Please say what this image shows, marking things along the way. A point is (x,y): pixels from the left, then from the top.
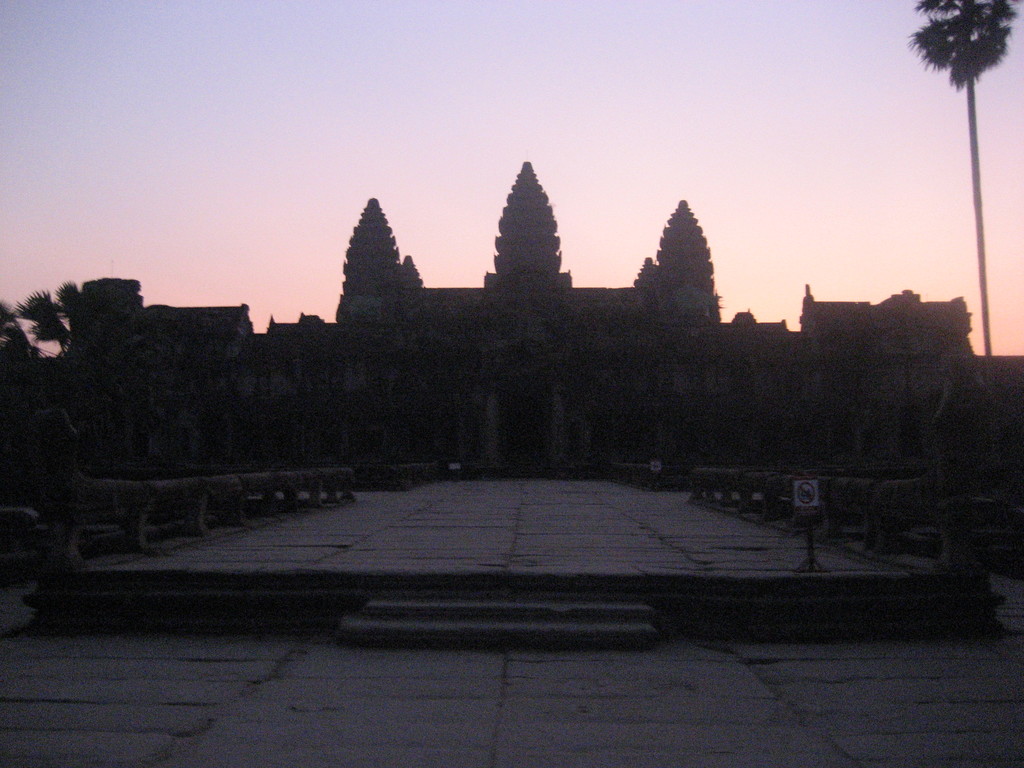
In this image I can see few buildings (351,381), trees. Background the sky (478,123) is in pink and orange color. In front I can see few stairs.
